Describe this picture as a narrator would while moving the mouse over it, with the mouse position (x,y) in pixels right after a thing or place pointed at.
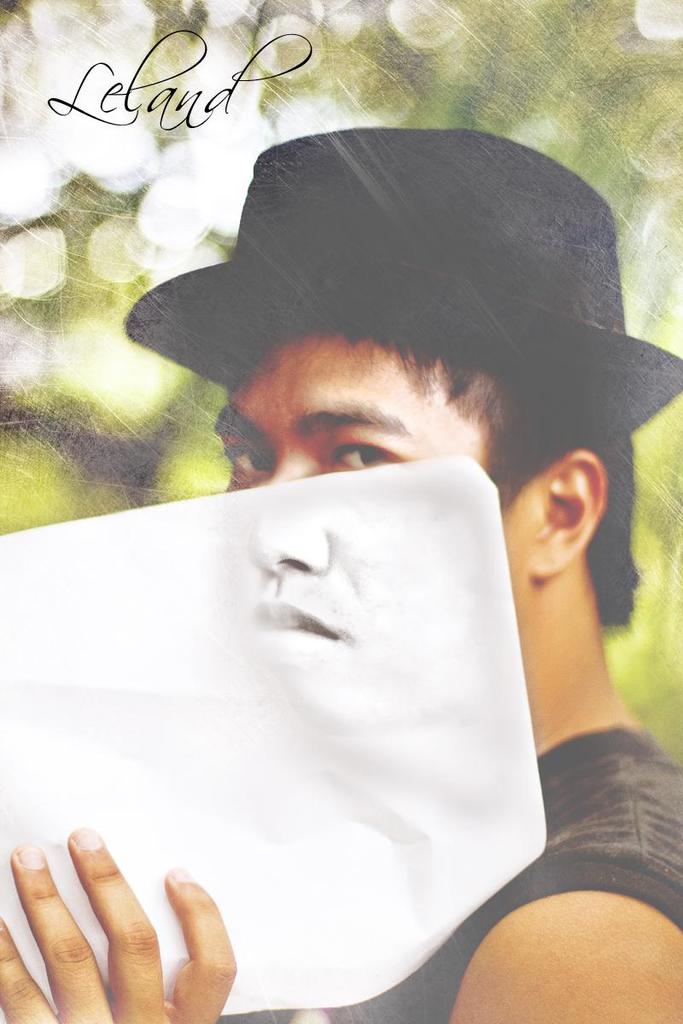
Here I can see a man (478,944) holding a paper (283,838) in the hand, facing towards the left side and looking at the picture. On this paper (340,534), I can see a painting (365,599) of a person's face (346,650). The background (104,160) is blurred. At the top of this image (180,75) there is some text (180,107).
